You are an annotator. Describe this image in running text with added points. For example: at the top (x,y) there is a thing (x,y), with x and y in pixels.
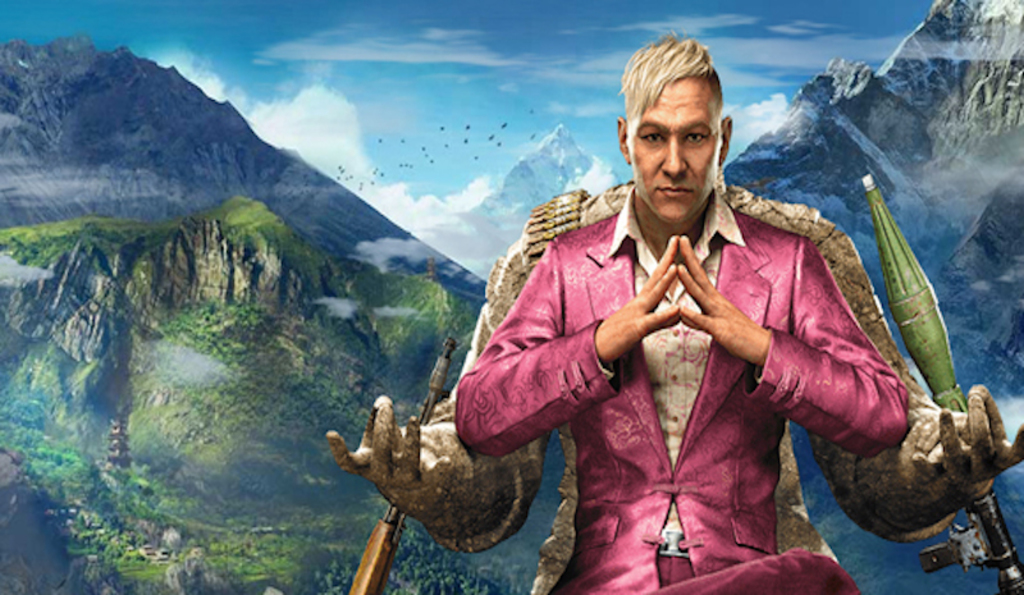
Here we can see an animated picture, in this we can see a man (694,317), hills (356,341) and clouds (448,204).
